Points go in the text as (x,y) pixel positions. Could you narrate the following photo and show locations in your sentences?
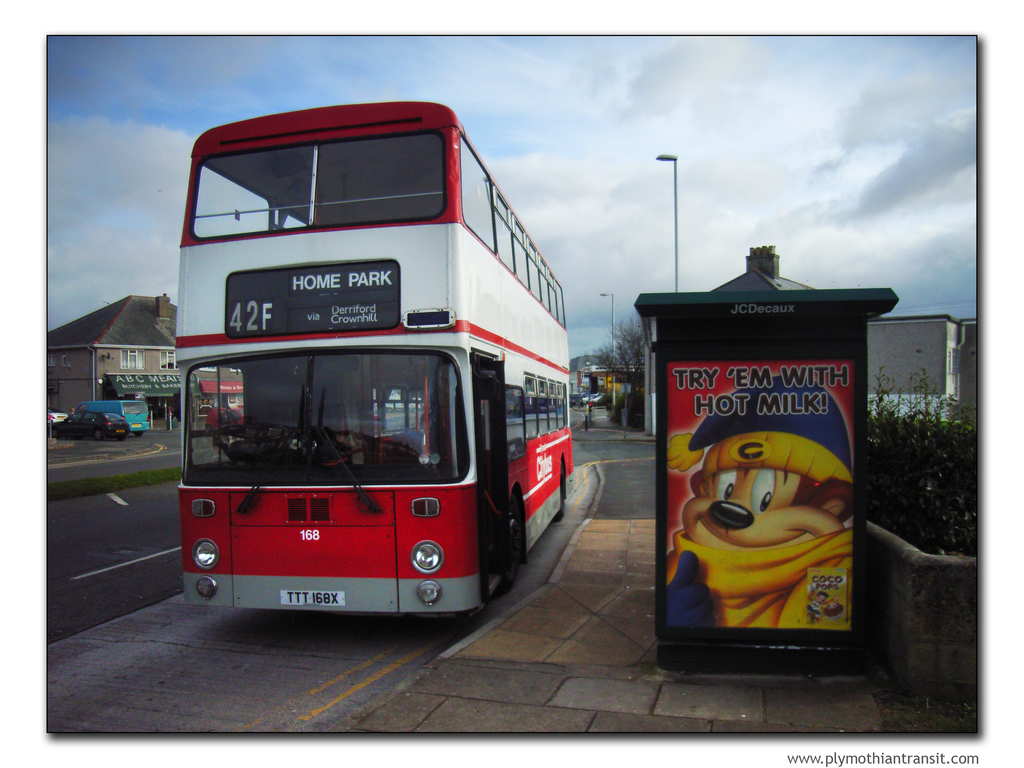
This picture is clicked outside the city. Here, we see a double decker bus (426,251) in red and white color. Beside that, we see an advertising board (722,499) on which a cartoon monkey poster (714,517) is pasted. Beside that, we see plants (890,510). There are many trees (628,358) and buildings (140,357) in the background (636,373). We even see street lights (675,225). At the top of the picture (688,138), we see the sky (580,199).
